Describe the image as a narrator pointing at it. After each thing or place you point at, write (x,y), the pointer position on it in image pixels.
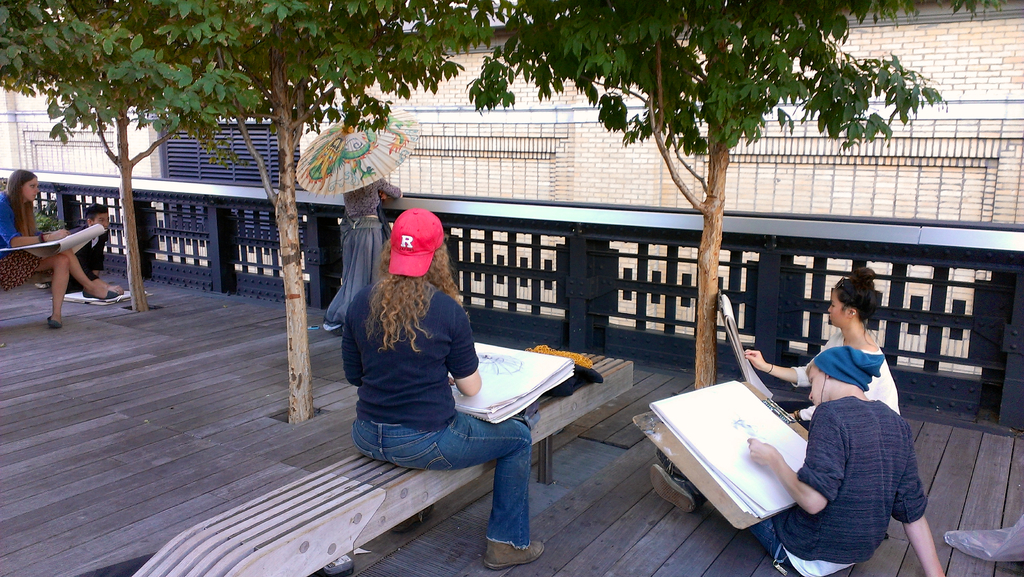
In this image I see few people (385,263) who are on the path (611,576) and most of them are holding papers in their hands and I see 3 trees (659,135) and a fence (48,206).
